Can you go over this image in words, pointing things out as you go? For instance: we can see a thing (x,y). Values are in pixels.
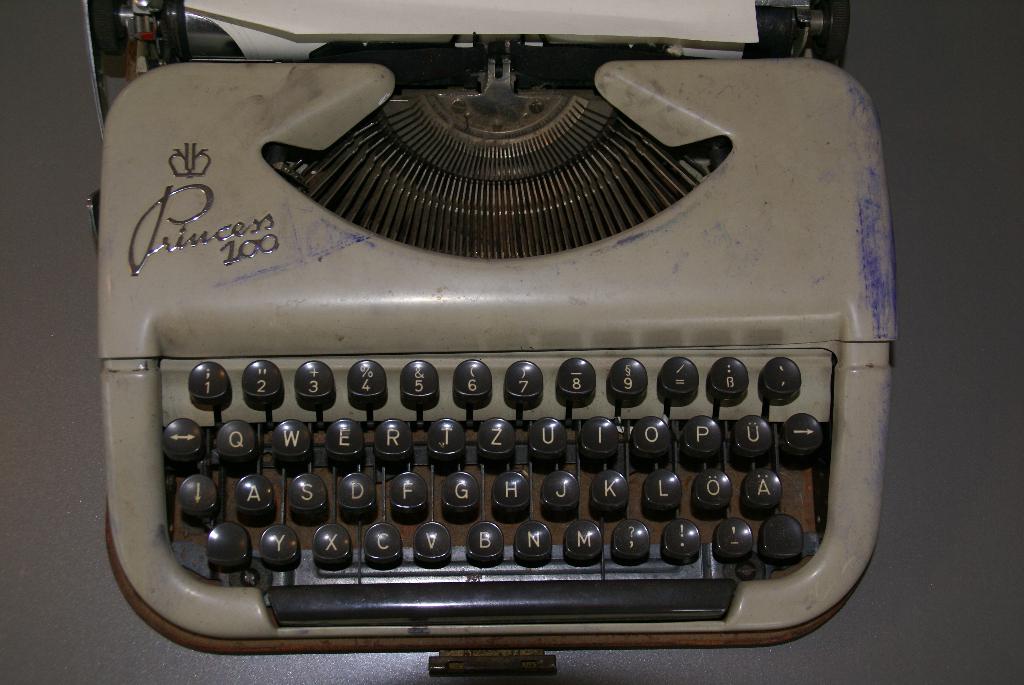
In this image we can see a typewriter (475,489) and at the top of the image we can see a paper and there is a surface (983,635) which looks like table (908,180).
